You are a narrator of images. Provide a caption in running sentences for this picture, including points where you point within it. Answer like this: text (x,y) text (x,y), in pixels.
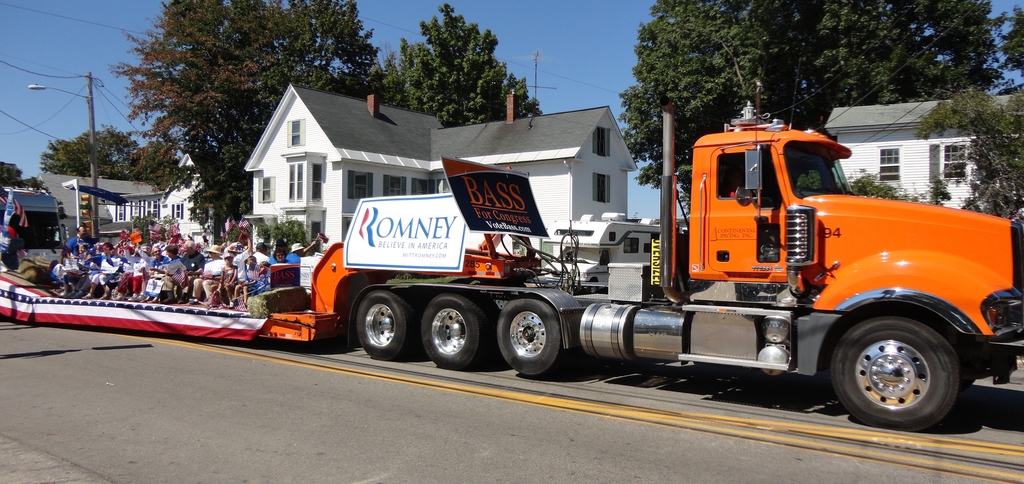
In this image I can see the vehicle (404,347) on the road (198,399). I can see the group of people (140,272) sitting on the vehicle (486,284) and there are boards (399,237) attached to the vehicle (470,259). In the background (579,197) I can see the buildings (344,226), poles (96,207), many trees (203,126) and the sky (583,30).
